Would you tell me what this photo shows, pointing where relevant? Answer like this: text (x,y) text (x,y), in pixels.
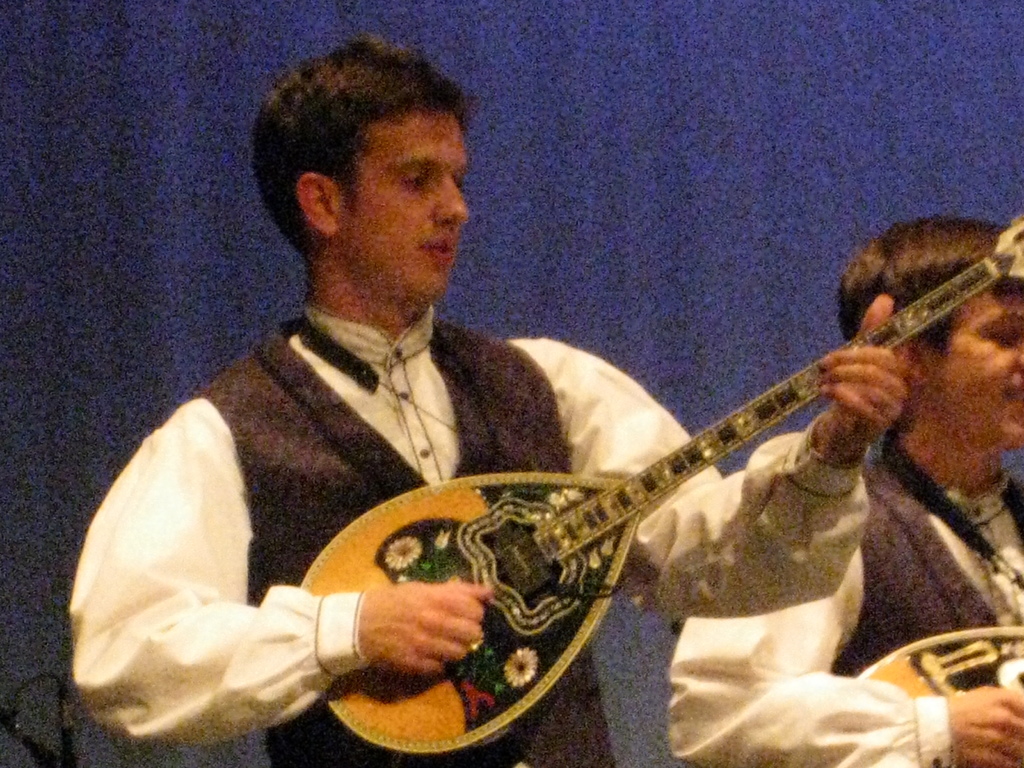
A man (304,85) is playing a musical instrument (388,685) with his hands (841,454). There another man (975,319) beside him. There is a blue screen (516,82) behind these.
